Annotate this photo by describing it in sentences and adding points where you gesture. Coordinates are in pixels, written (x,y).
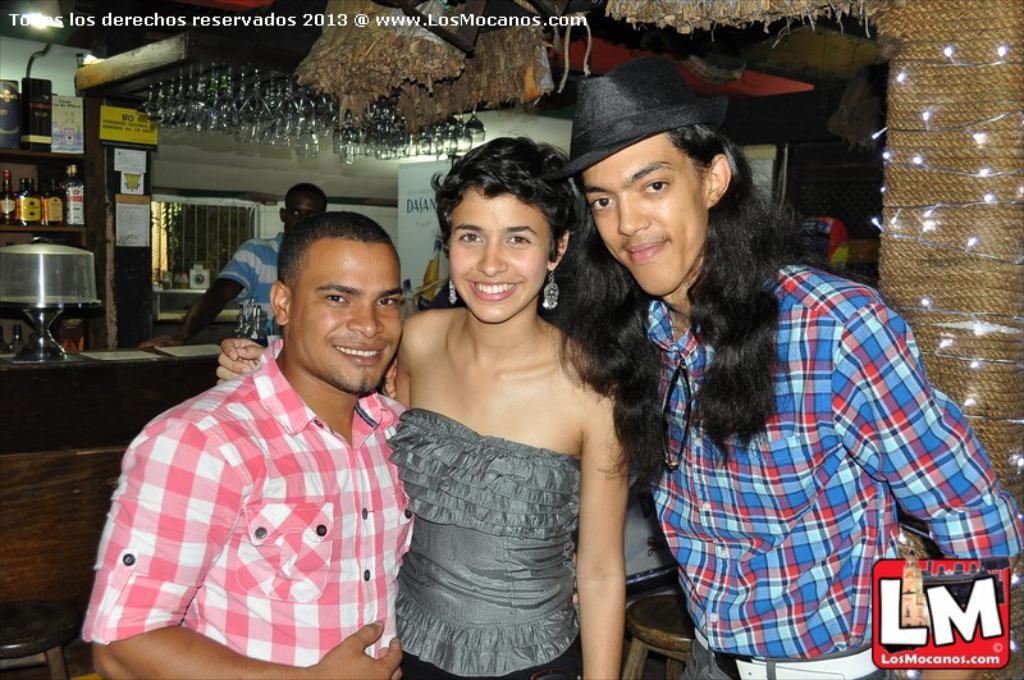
In the center of the image (500,385) we can see persons (547,347) standing on the floor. In the background (108,374) we can see person (216,283), counter top (175,358), beverage bottle (256,325), shelves (91,232), window (154,251), glass tumblers (271,145), refrigerator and wall (253,176).
